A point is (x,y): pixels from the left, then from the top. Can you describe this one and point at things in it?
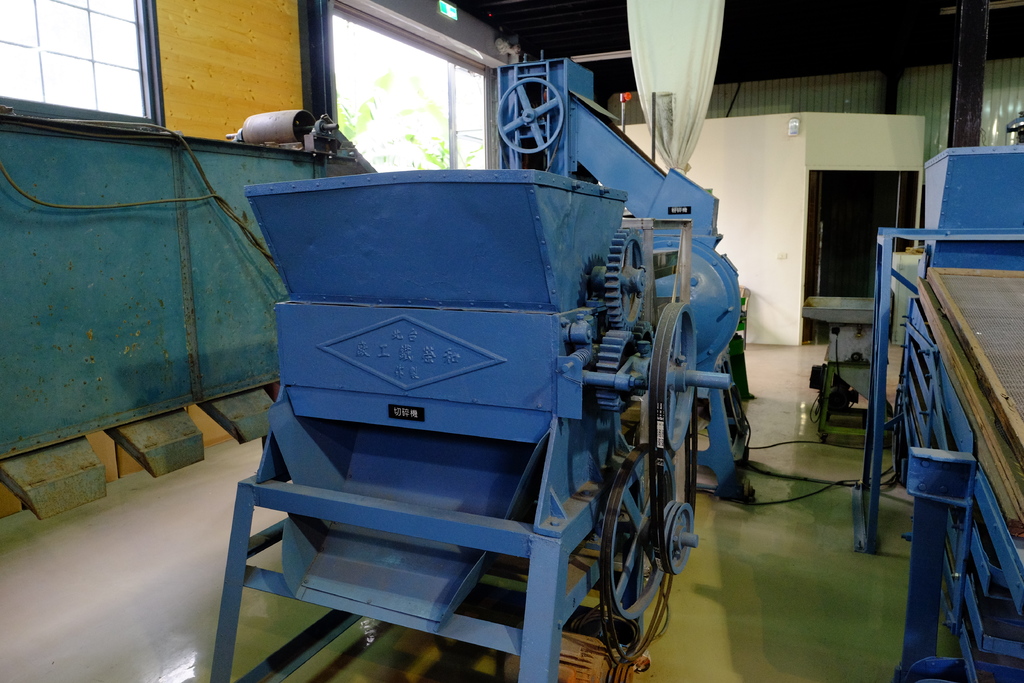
In the picture we can see a machine (560,389) on the floor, which is blue in color and besides the machine (446,205) we can see some objects (904,310) are placed on the floor (448,675).
